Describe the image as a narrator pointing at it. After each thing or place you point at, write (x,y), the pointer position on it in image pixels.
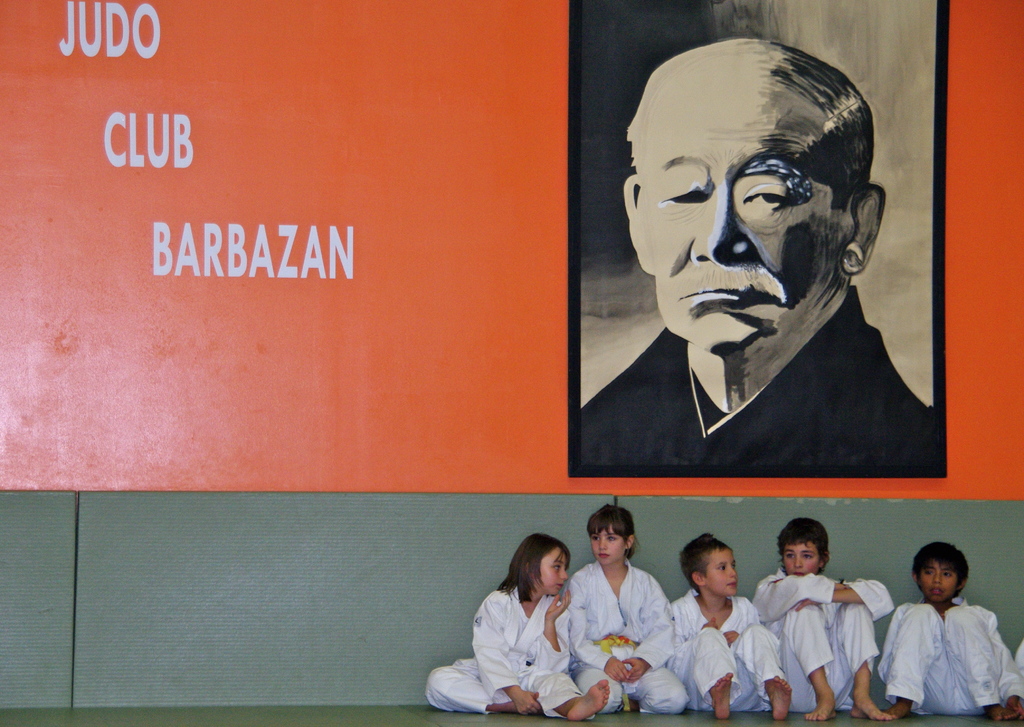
In the picture I can see group of kids (720,643) are sitting on the ground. These kids (706,631) are wearing white color clothes (706,631). In the background (255,398) I can see a board (225,270) on which I can see a photo (684,252) of a man (684,245) and something written on it.
